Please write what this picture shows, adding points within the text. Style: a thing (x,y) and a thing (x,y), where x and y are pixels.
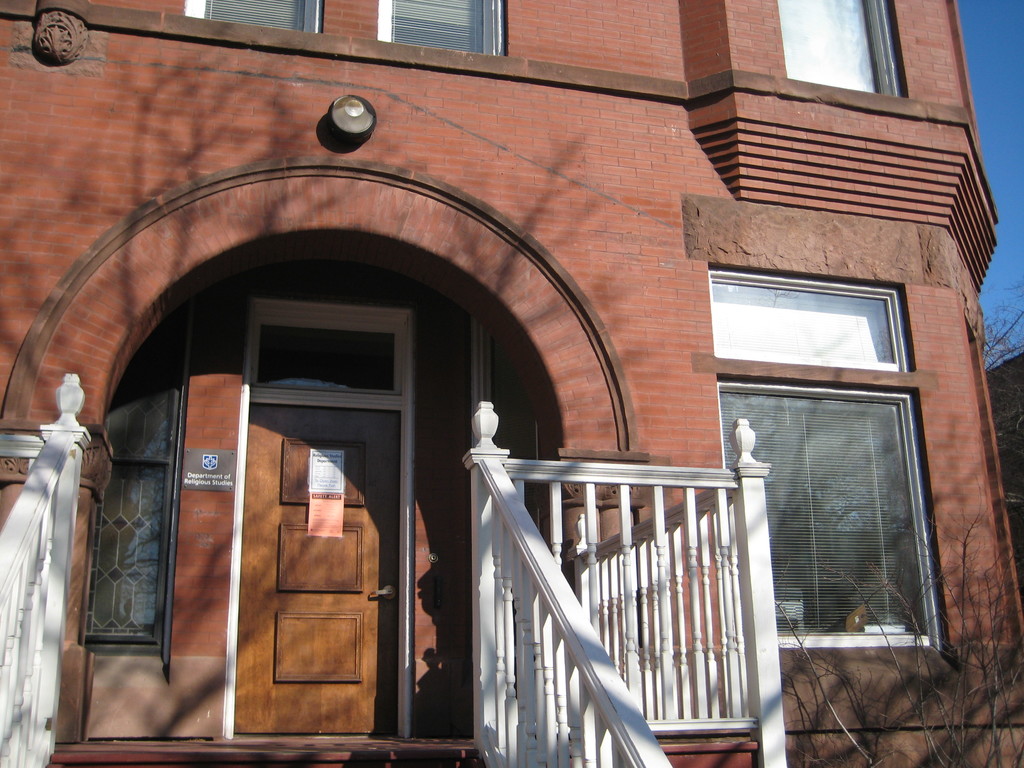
This picture is clicked outside. In the center (615,287) there is a building (933,265) and we can see the windows (914,551), window blind (853,557) and an arch (457,226) on the building (644,232) and we can see a wooden door (388,438) and handrails (497,486). In the background (1007,64) there is a sky (1016,283).
